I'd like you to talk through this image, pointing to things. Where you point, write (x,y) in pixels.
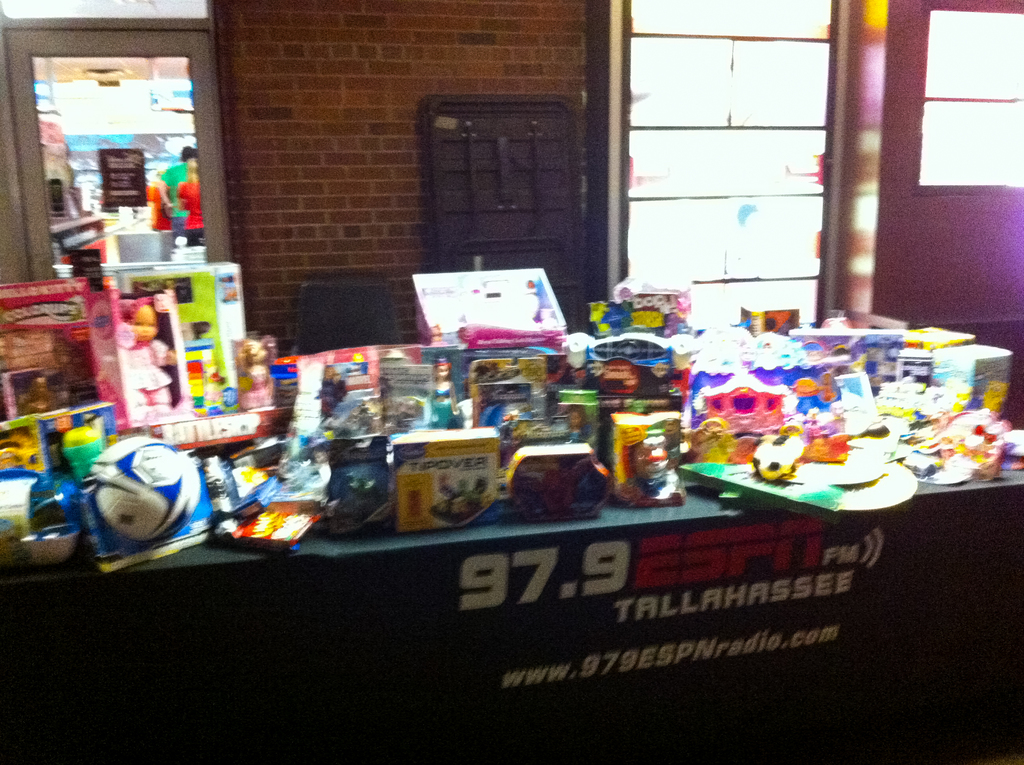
In the picture we can see a desk (564,723) on it, we can see, full of toys (180,342) and on the desk (649,709), we can see written as 97. 9 ESPN Fm, behind the desk (640,720) we can see a part of the wall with bricks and on the either sides of the wall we can see glass windows (658,147), and from one glass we can see some people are standing and a board (129,183).
